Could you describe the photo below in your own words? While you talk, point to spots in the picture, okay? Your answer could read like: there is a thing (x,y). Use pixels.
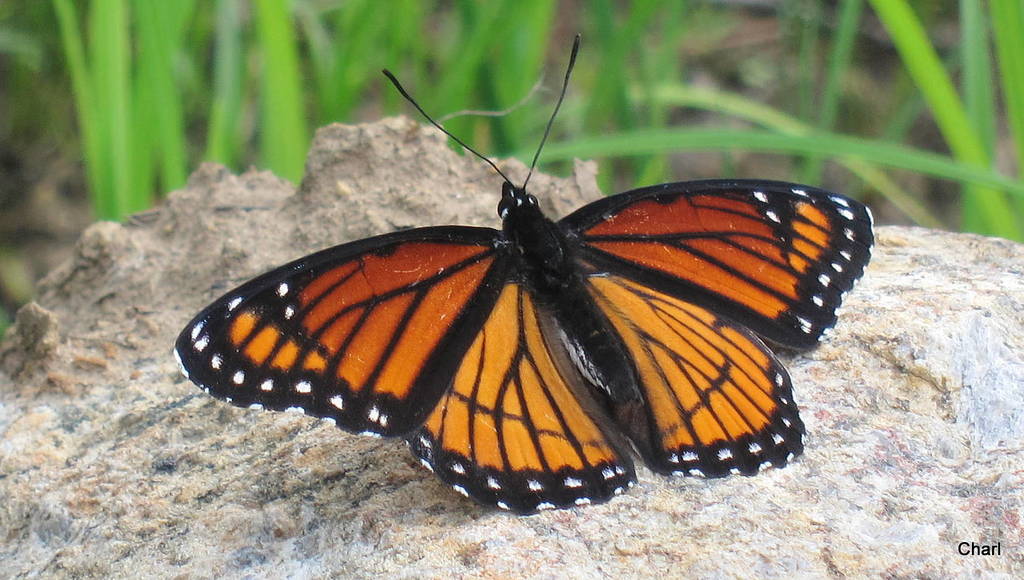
In this image, we can see a butterfly (470,368) on the stone (37,402). Top of the image (640,47), there is a blur view. Here we can see plants (1017,134). On the right side (967,555) bottom corner there is a watermark (980,553) in the image.
